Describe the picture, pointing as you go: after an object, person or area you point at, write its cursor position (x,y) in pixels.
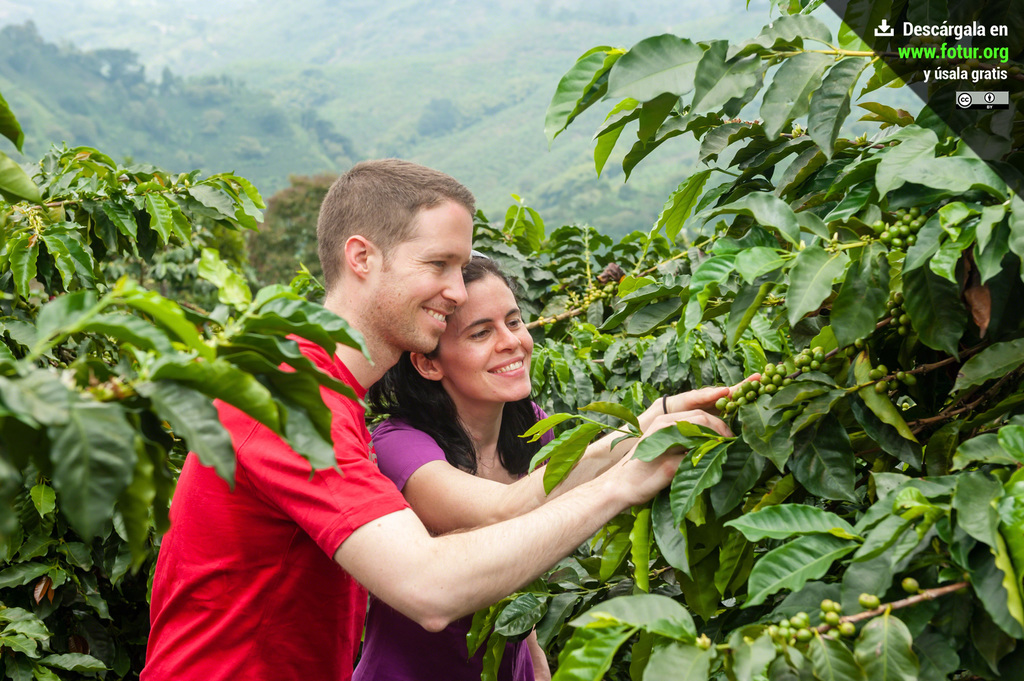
In this image I can see two people (352,475) with red and purple color dresses (401,509). I can see these people (530,529) are standing in-between the plants (766,533). In the background (369,147) I can see the mountains (324,150).
